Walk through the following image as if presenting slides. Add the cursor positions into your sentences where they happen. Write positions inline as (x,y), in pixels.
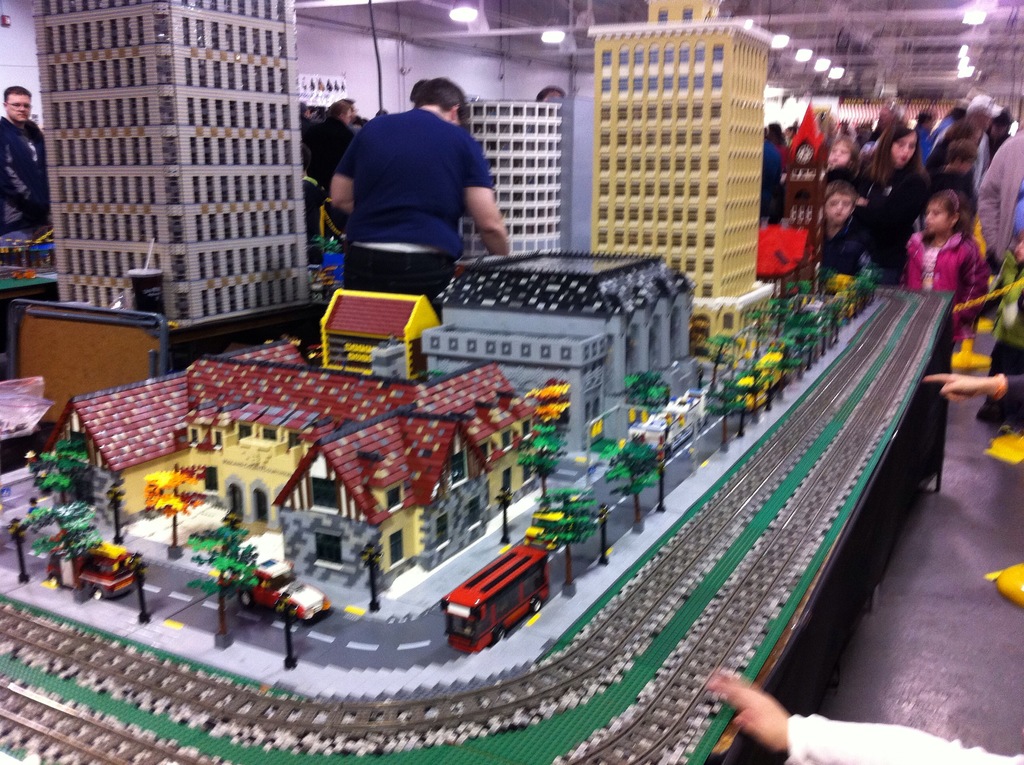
There is a model (289,454) of a street (382,595). In this there are buildings (249,460) with windows (318,479) and doors (236,512). Near to that there are street light poles (291,612) and road (280,637). On the road (376,624) there are buses (514,567) and some other vehicles (301,604). Also there are trees (637,446) in the sidewalk (421,591). Also there are railway tracks (98,744). Also there are models (632,151) of big buildings (236,124) and many people (899,156) are standing to see this.
